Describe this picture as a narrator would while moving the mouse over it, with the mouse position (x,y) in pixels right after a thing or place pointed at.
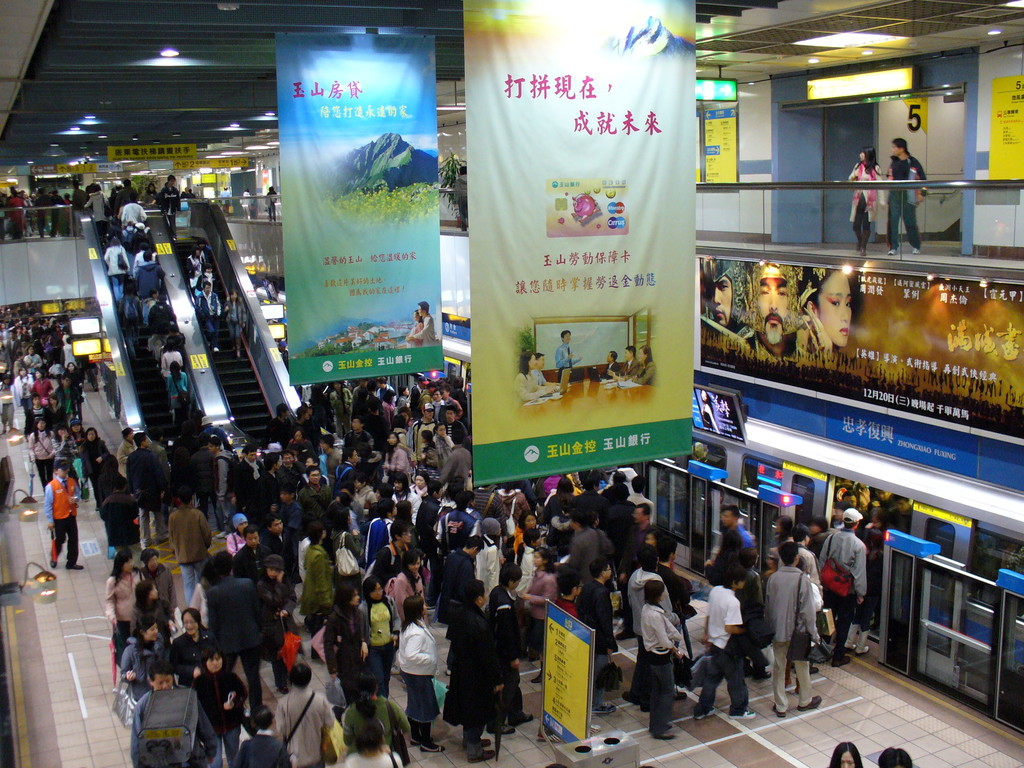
In this image we can see so many people (198,566) on the platform (850,730) and on the escalator (223,232). At the top of the image (195,82), we can see a roof (22,47) and banners (532,183). On the right side of the image (869,485), we can see a train (967,546), board (829,415) and railing (804,246). Behind the railing (845,236), we can see two people (864,173) are standing. We can see posters (1013,114) attached to the wall (770,143). We can see a board (573,685) at the bottom of the image (579,739).
